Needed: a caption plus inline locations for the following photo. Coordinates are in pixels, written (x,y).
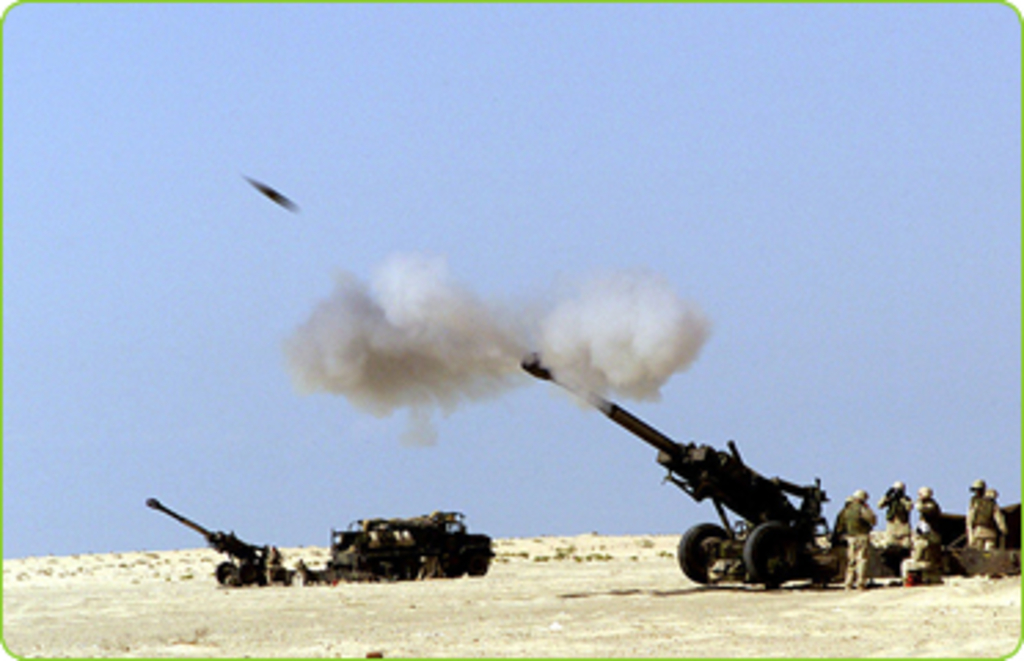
In this image I can see a group of people (971,517) are standing on the ground (579,599) and artillery guns (1018,554). In the background (867,335) I can see the sky (292,266) and smoke (500,347). This image is taken during a day on the ground (636,546).
